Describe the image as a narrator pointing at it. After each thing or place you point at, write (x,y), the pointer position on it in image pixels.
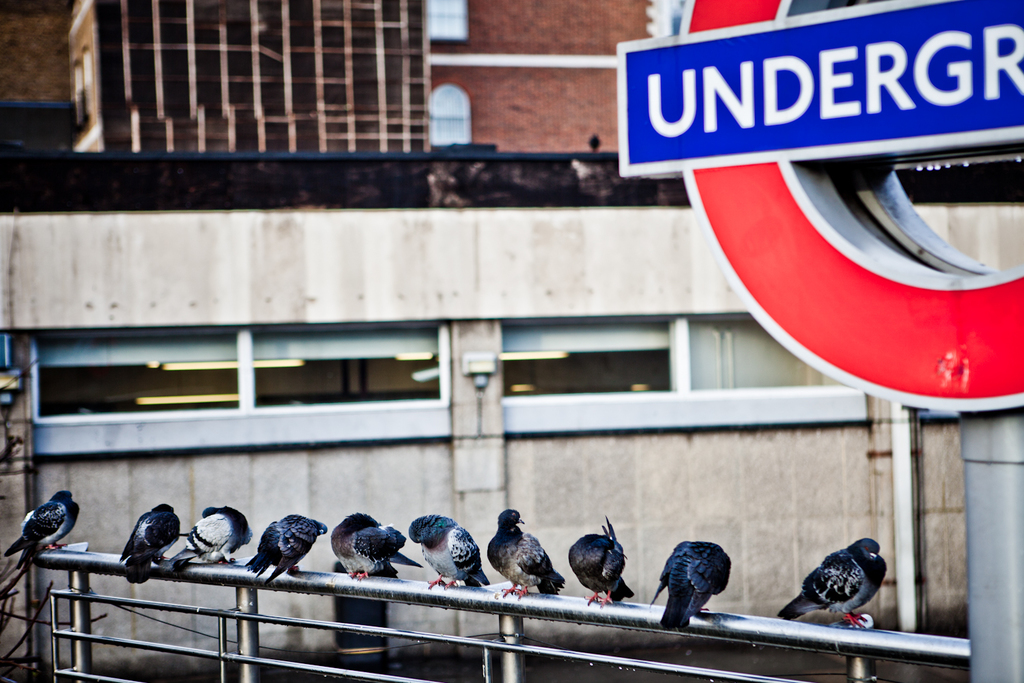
In this image in front (906,655) there are birds (694,599) on the metal rod (555,614). On the right side of the image (726,51) there is a board (789,196) with some text (804,117) on it. In the background of the image (476,82) there is a building (629,445).
